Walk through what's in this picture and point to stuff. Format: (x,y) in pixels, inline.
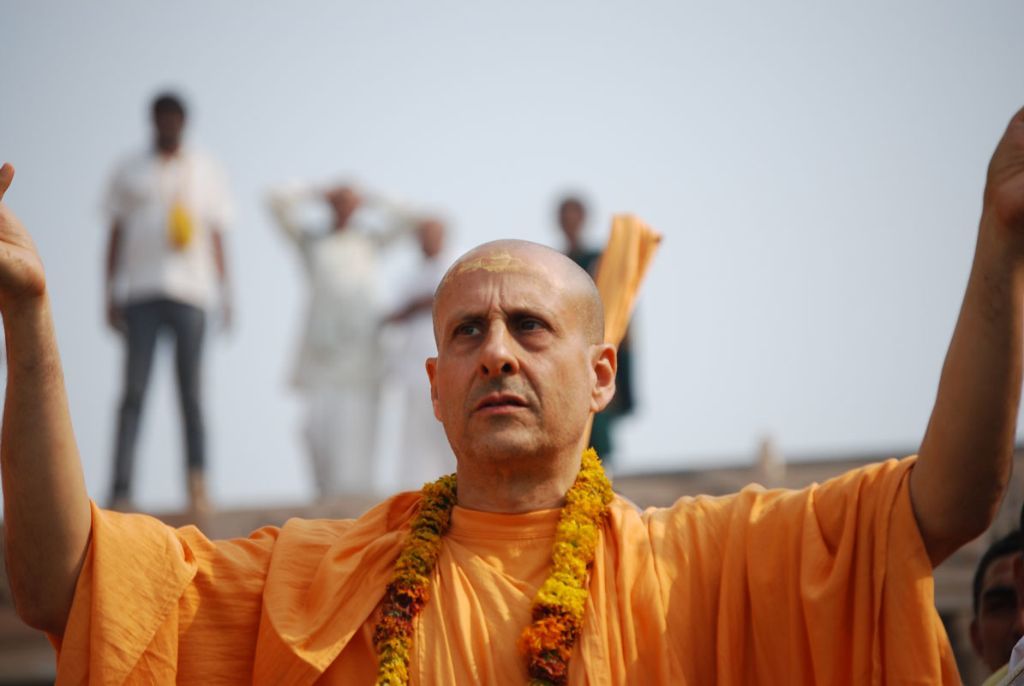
The man (533,383) in front of the picture wearing orange dress (436,574) and the garland (583,612) is putting his hands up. Behind him, we see four people (588,262) are standing. In the background (725,193), we see the sky (603,140).
